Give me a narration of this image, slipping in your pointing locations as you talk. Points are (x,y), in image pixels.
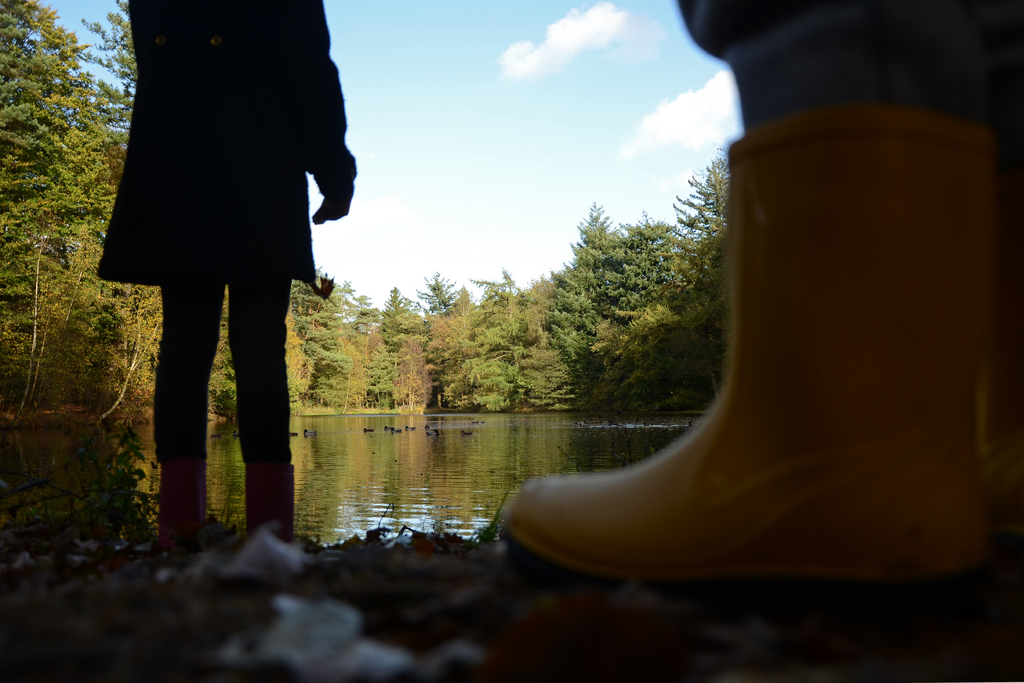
In this image I can see a person (808,476) wearing yellow boots (874,361), on the right (969,484). A person (186,169) is standing, there is water (485,418) and trees (501,384) at the back (501,399). There is sky (432,146) at the top (432,146).
